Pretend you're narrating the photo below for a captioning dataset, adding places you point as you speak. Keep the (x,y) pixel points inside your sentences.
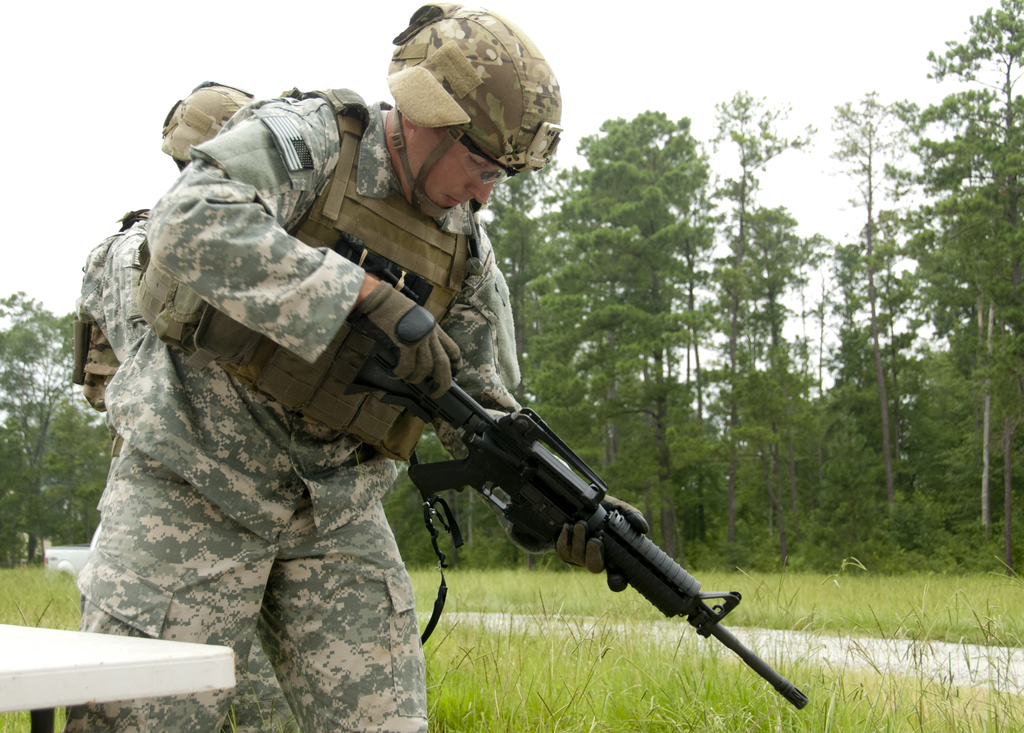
In this image I can see a person (256,411) wearing uniform (202,453) is standing and holding a black colored gun (497,499) in his hand (570,529). I can see a white colored object (24,688) in front of him. In the background (620,631) I can see the road (785,640), some grass (779,620), few trees (671,446) which are green in color and the sky (726,47).
